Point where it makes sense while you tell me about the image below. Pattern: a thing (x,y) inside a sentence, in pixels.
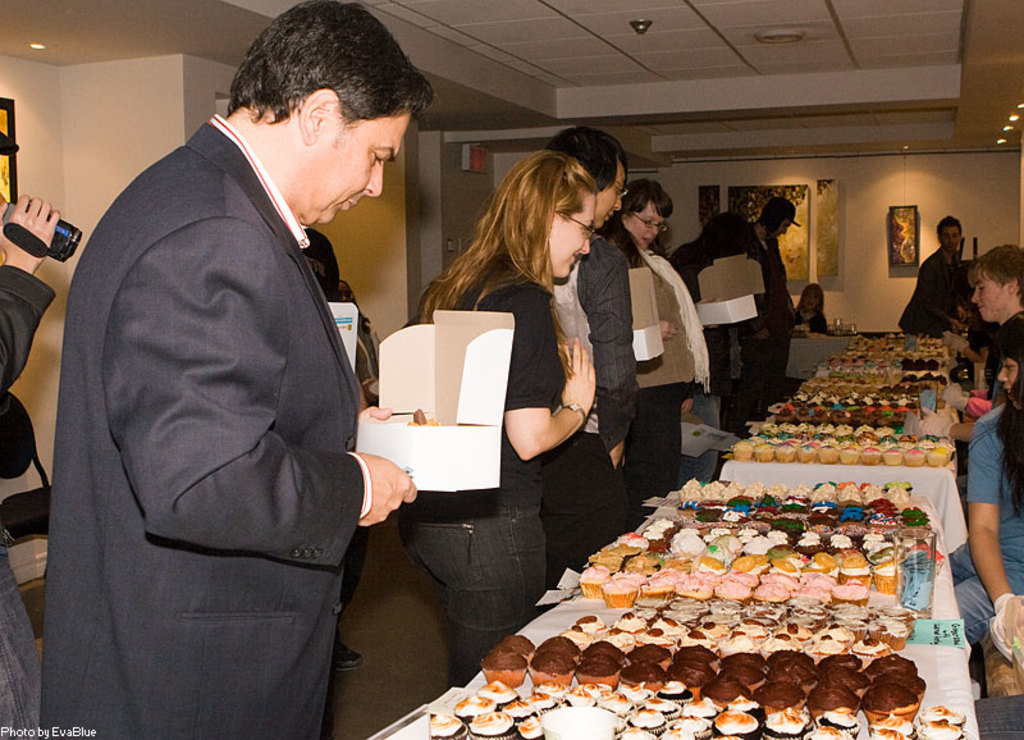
In this image there are a few persons (621,413) standing and staring at the cupcakes (729,584) which are placed in front of them on top of the table (740,475).
